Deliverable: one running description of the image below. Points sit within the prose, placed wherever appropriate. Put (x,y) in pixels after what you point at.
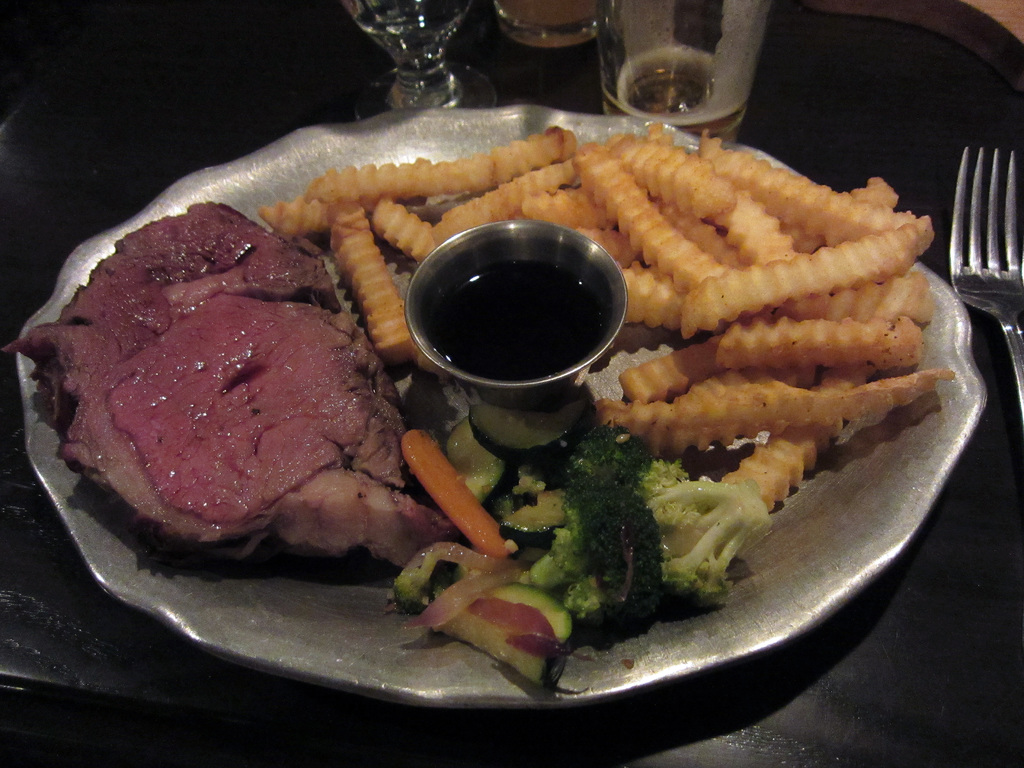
In this image there are food items (363,509) and a cup (488,317) with a liquid (489,296) in it on the plate (289,184), and there is a fork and glasses (745,46) on the table (770,42).
